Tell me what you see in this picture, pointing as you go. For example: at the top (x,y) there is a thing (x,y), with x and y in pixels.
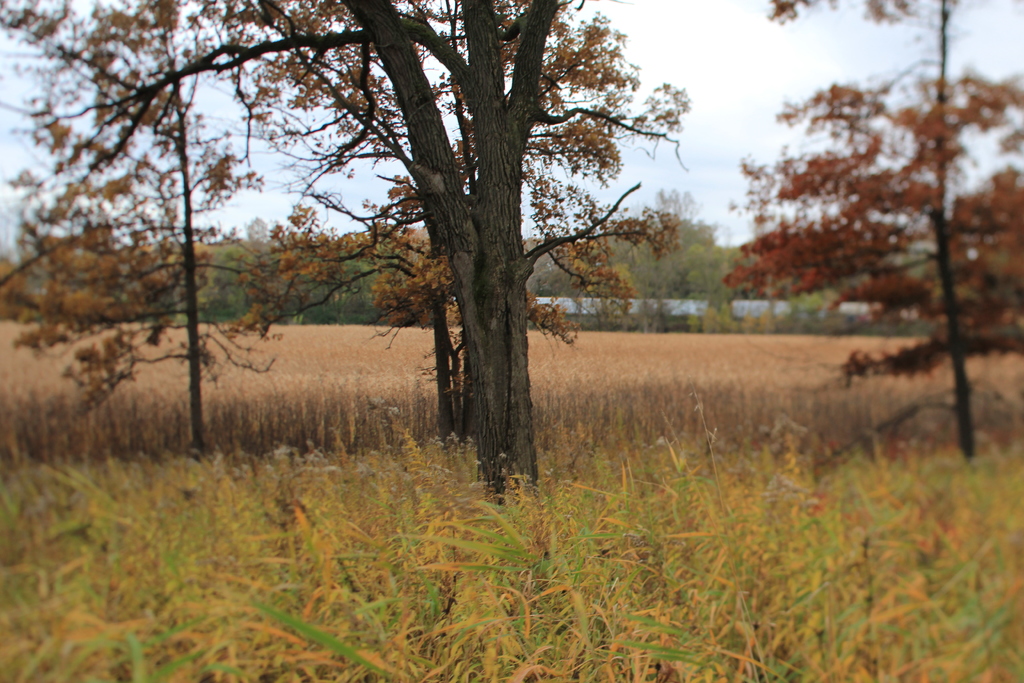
These are the trees (496,334) with branches (556,264) and leaves (213,252). I can see the plants (413,567). This looks like the dried grass (624,420).
